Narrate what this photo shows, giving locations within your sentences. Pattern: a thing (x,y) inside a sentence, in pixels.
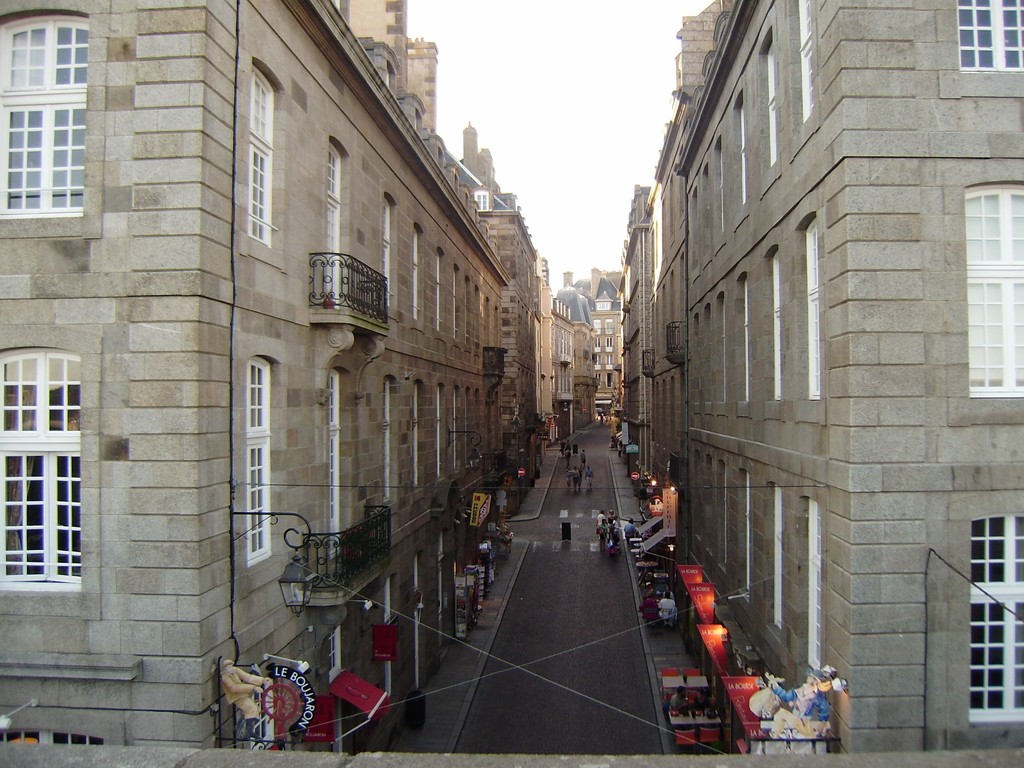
In this image we can see a few buildings (278,479), there are some windows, people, grille (330,584), chairs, boards (711,616) and tables (666,574) with some objects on it, also we can see the road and in the background (458,9) we can see the sky (479,9).
